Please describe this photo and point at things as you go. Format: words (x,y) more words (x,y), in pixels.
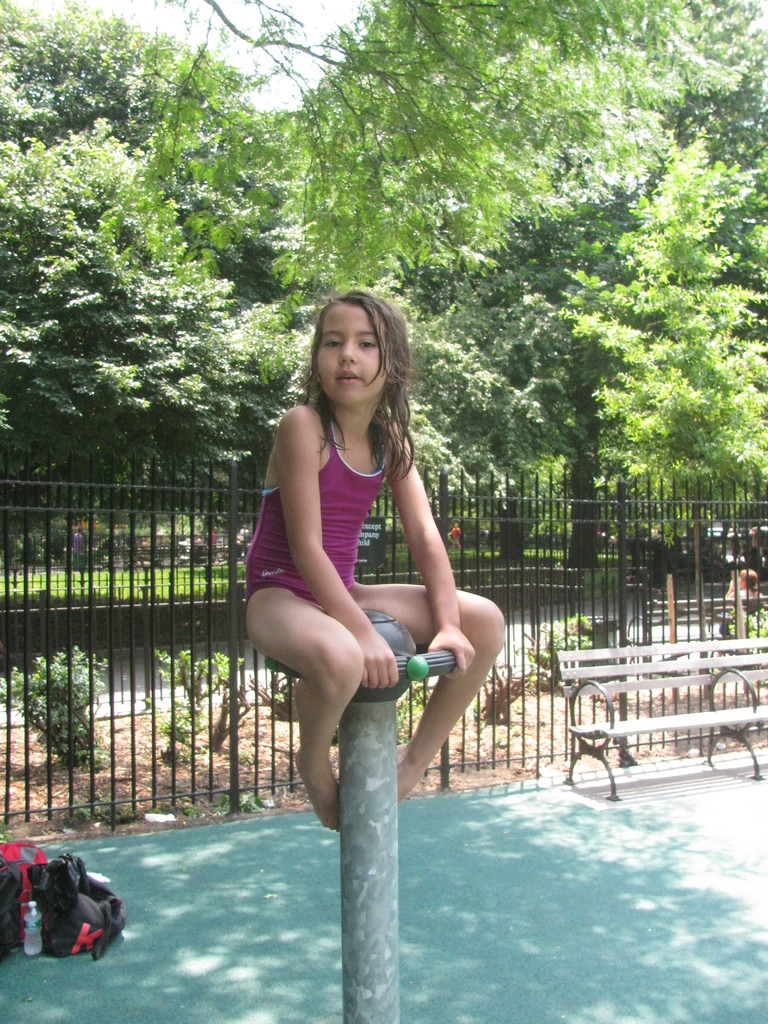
In this picture we can observe a girl (303,511) wearing violet color dress (336,523) and sitting on this pole (353,772). On the left side (61,886) there are bags (42,907) and a water bottle (32,922). On the right side (674,682) there is a bench (636,688). We can observe black color railing (580,549). In the background (430,161) there are trees (382,273).
